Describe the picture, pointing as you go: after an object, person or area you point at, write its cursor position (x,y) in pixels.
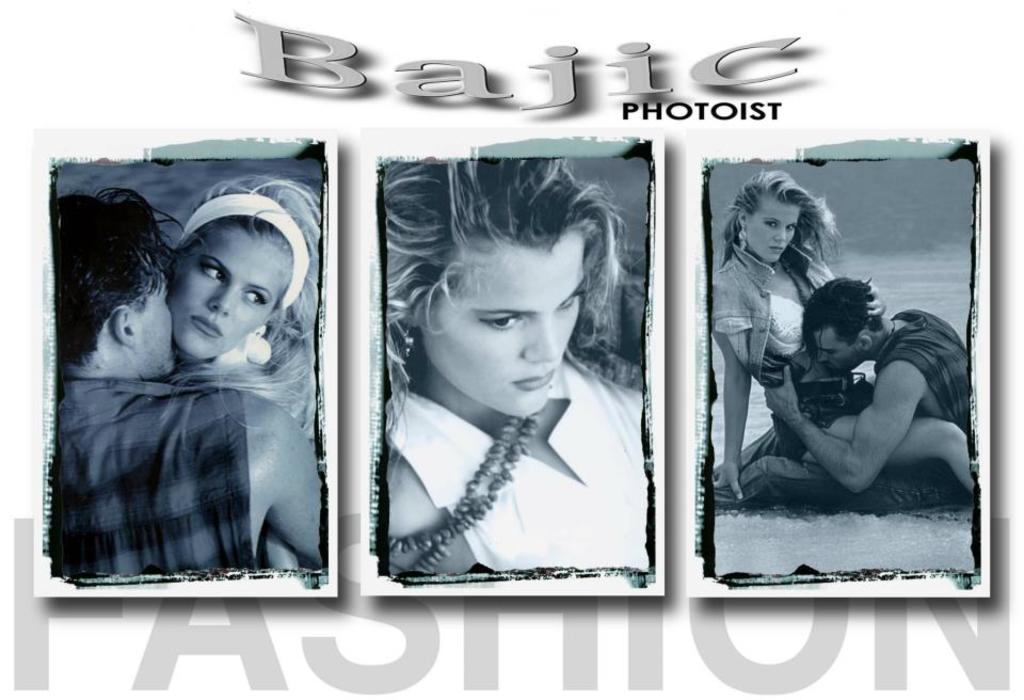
There are three photos, in these photos we can see persons (219,427) and we can see text (497,636).
